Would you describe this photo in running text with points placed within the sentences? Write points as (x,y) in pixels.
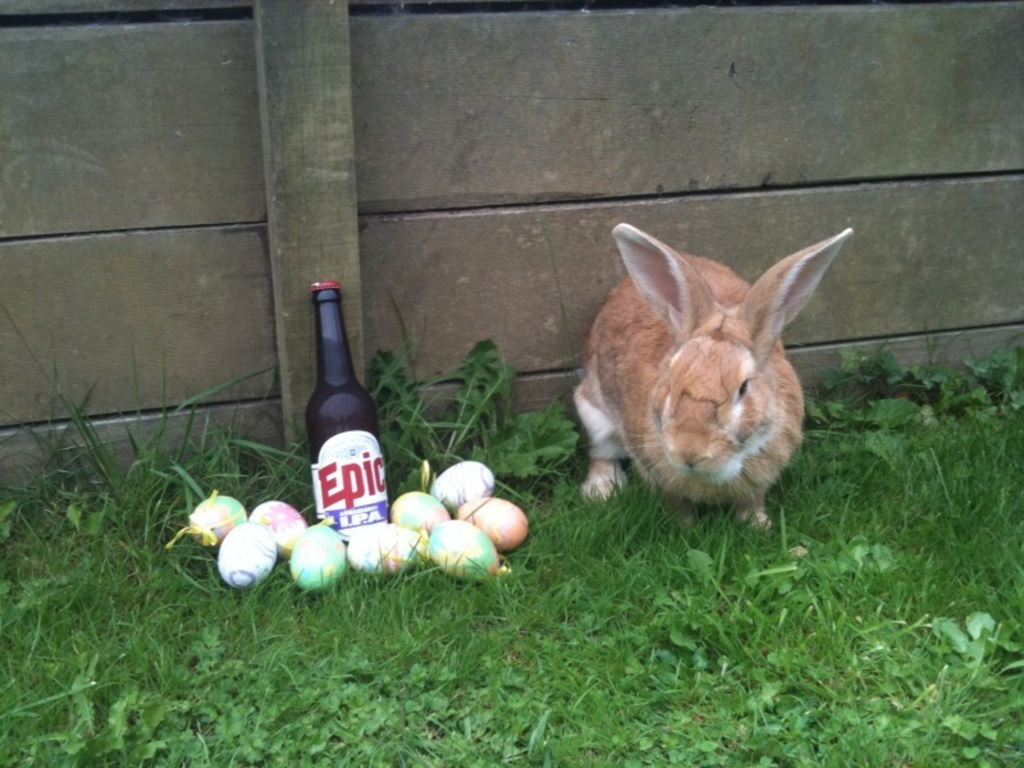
In this image we can see brown color rabbit (681,406) which is on the ground (656,550), there are some eggs (257,573) and bottle (366,468) also on the ground (511,441) and at the background of the image (418,140) there is wall (399,205).
